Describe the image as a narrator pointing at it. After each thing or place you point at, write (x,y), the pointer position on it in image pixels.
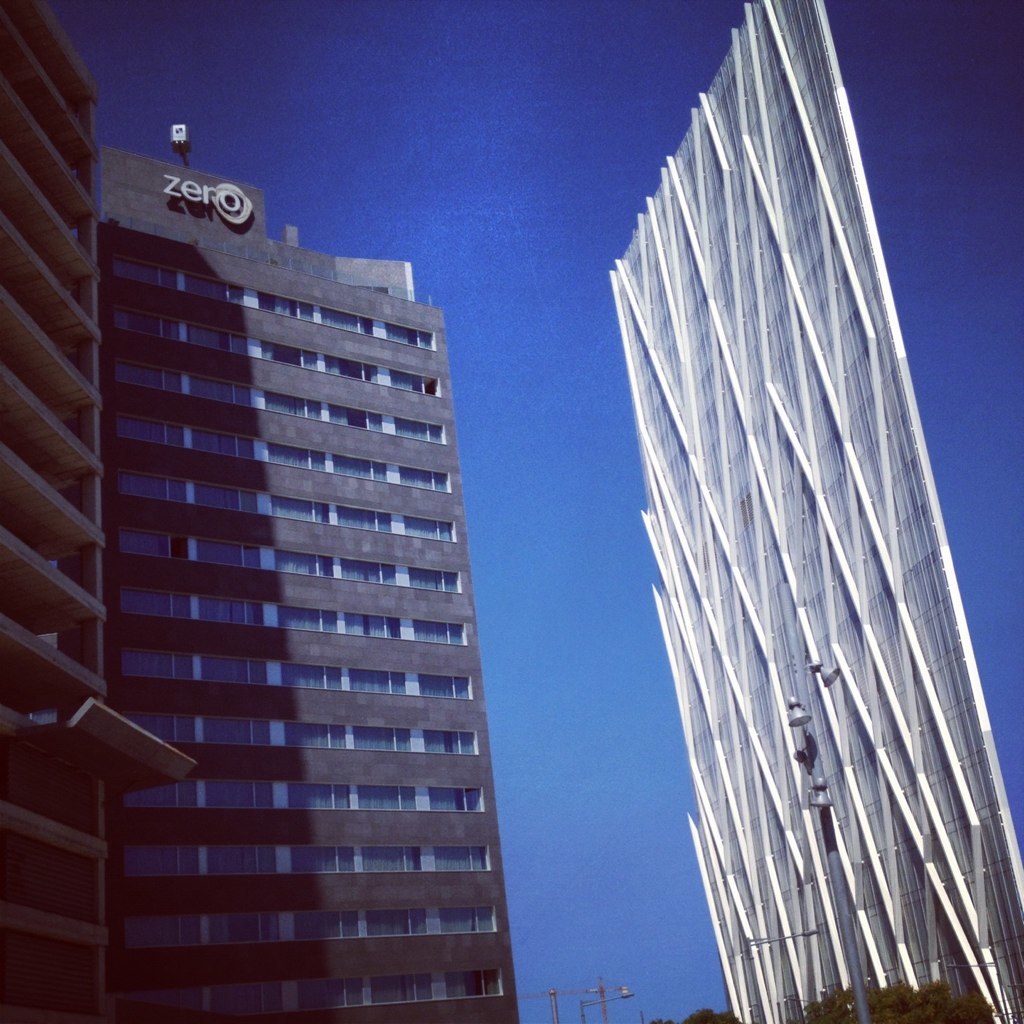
In this image there is a building (236,701) at left side of this image (230,695) and there is some wall (860,633) at right side of this image (821,593) and there is a sky (441,296) at top of this image (435,197), and there are some poles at bottom of this image (583,1021).
